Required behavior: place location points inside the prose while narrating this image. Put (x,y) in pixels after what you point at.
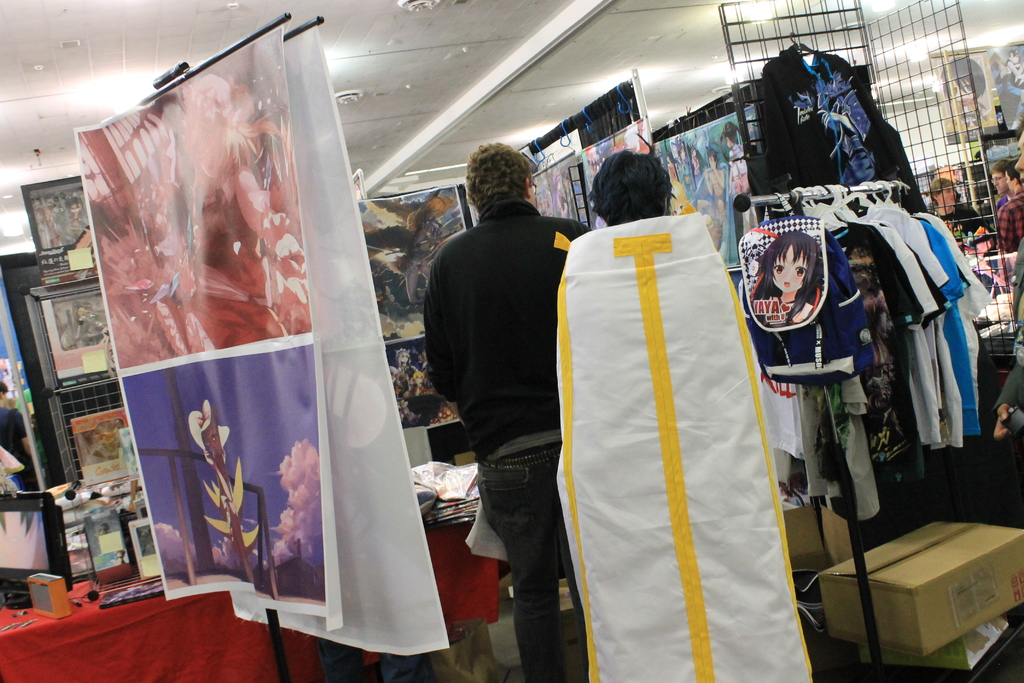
In the foreground of this image (622,565), there are two persons (634,507) standing, banners (279,328), bag (800,310) and few clothes (866,244) hanging to the pole (869,192) and many objects (62,535) on the table (133,639). In the background (596,154), there are posters (407,251), ceiling (431,67), lights (763,1), metal mesh (880,78), persons (1009,214) standing and the cardboard boxes (890,590) on the ground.
